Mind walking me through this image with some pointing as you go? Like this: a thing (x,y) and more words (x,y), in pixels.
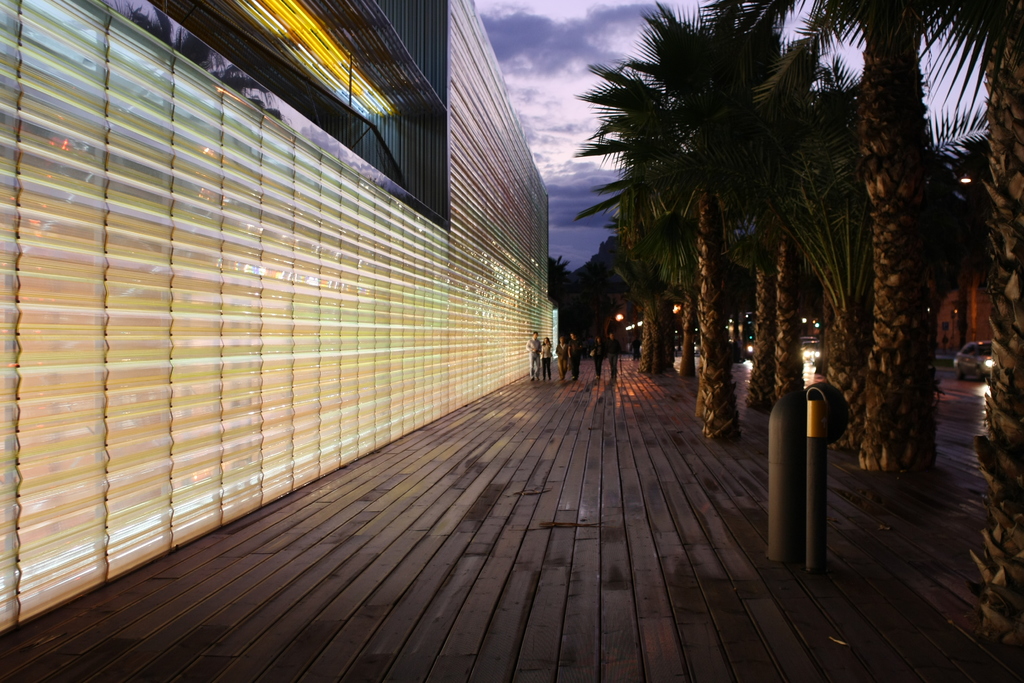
To the left side of the image (113,42) there is a building (450,240). There are people (539,359). To the right side of the image (865,264) there are trees (839,242). There are cars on the road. At the top of the image (567,62) there is sky (565,66). At the bottom of the image (504,616) there is a pathway (340,655).
